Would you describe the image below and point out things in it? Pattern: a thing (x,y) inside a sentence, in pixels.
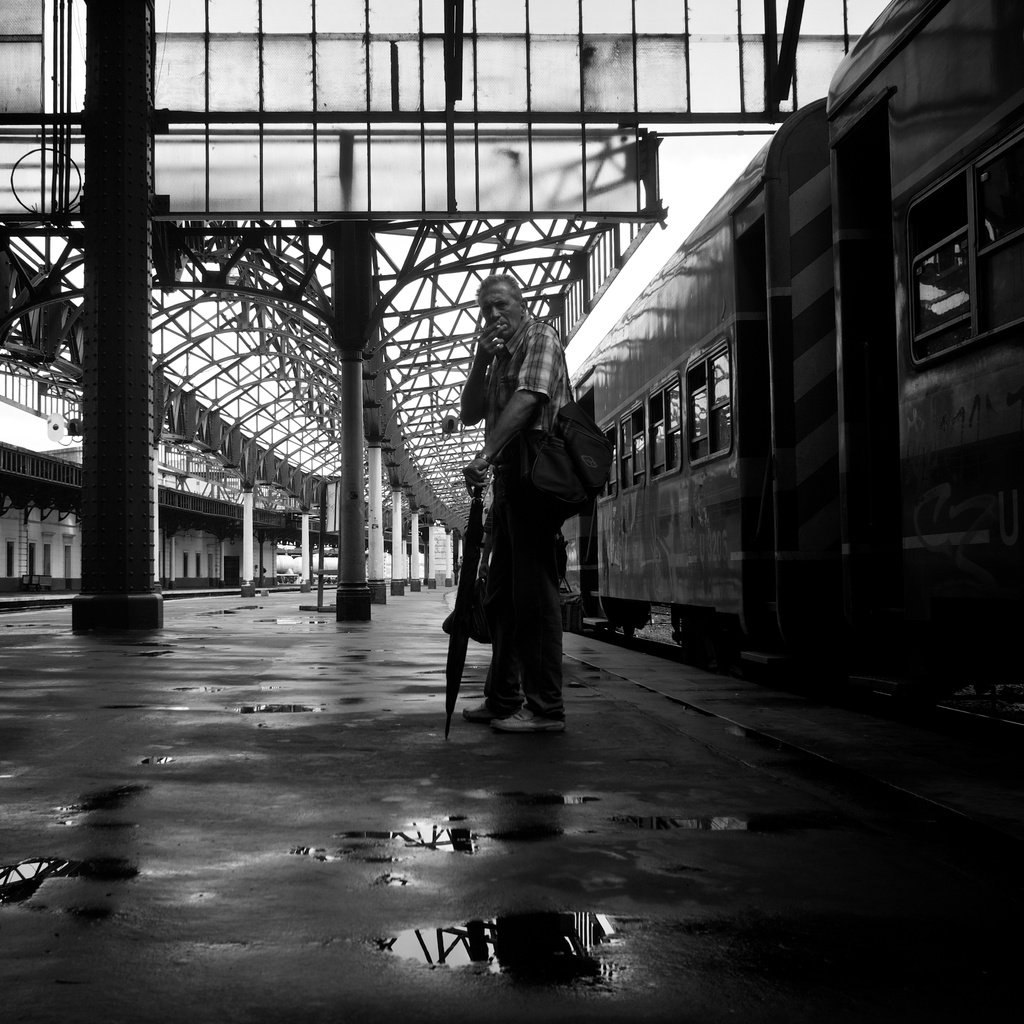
In this picture in the center (522,506) there is a person (523,487) standing and holding an umbrella (471,553) in his hand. On the right side (811,479) there is a train (587,555). In the background (365,509) there are pillars (249,513) and at the top (259,287) there are stands (320,325). On the left side (232,498) there is a building (33,549) and the floor (20,631) is wet.
